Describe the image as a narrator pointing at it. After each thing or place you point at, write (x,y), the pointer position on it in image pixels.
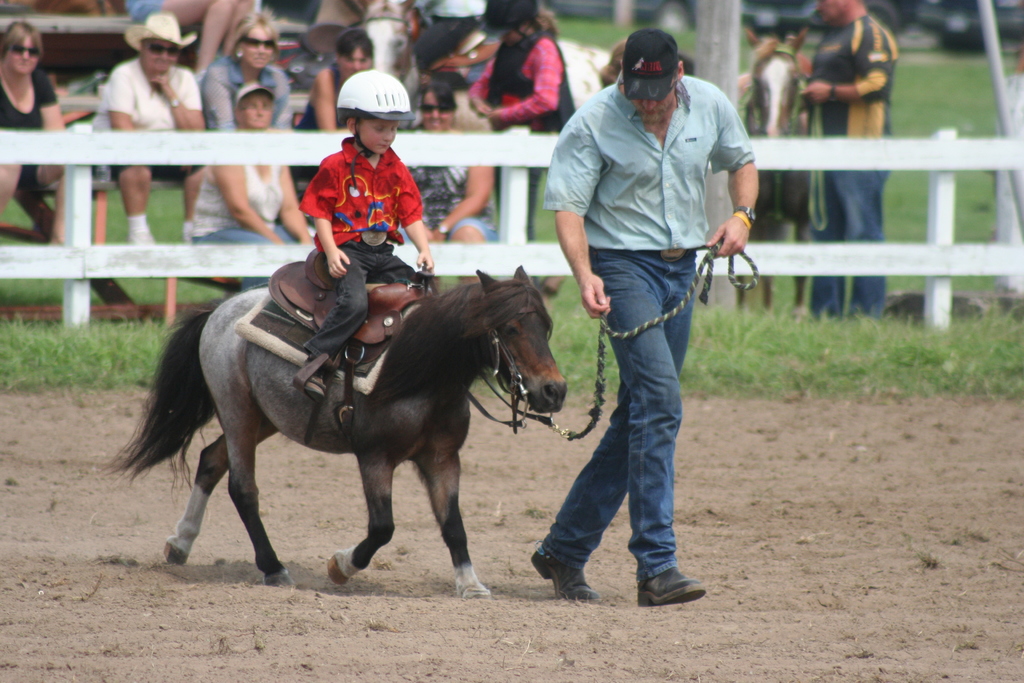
In this picture a boy (345,216) is seated on the horse (229,384), and man (609,225) is holding the horse (461,312), and he is walking, in the background (320,127) we can see couple of people (214,89) are seated on the bench (299,98) and few (506,59) are standing, in front of them we can find a fence (92,256) and grass (81,336).
